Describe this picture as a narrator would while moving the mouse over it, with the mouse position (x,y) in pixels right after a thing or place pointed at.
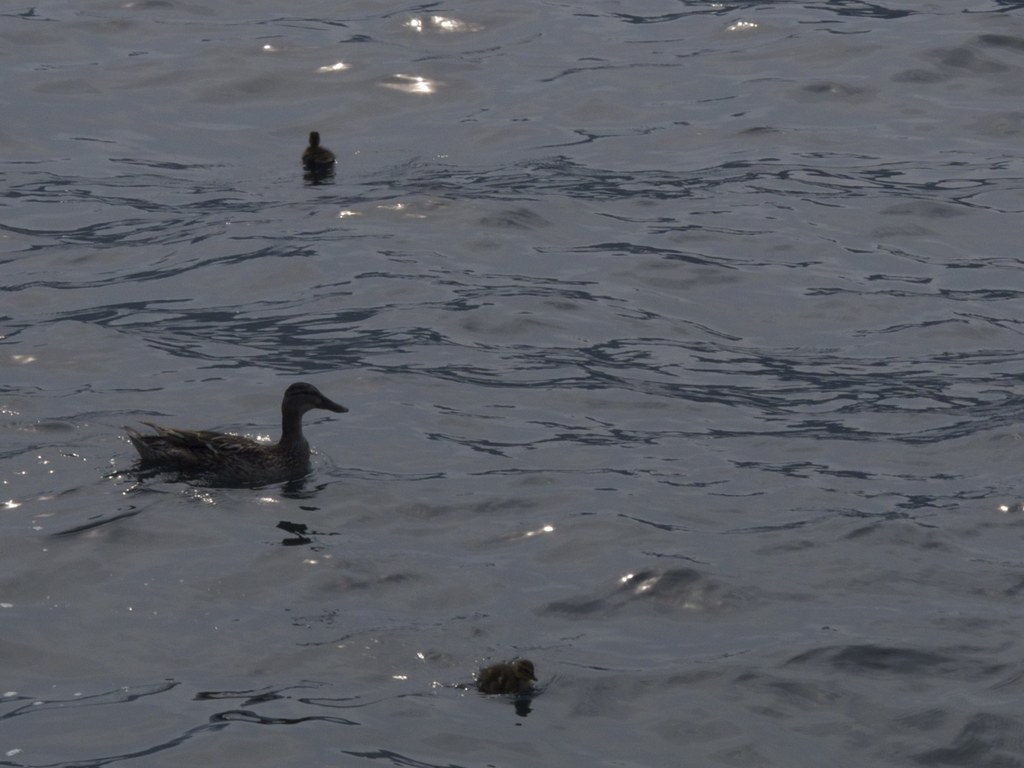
In this picture we can observe three birds (213,468) swimming in the water (327,218). We can observe water (616,199) in this picture.
